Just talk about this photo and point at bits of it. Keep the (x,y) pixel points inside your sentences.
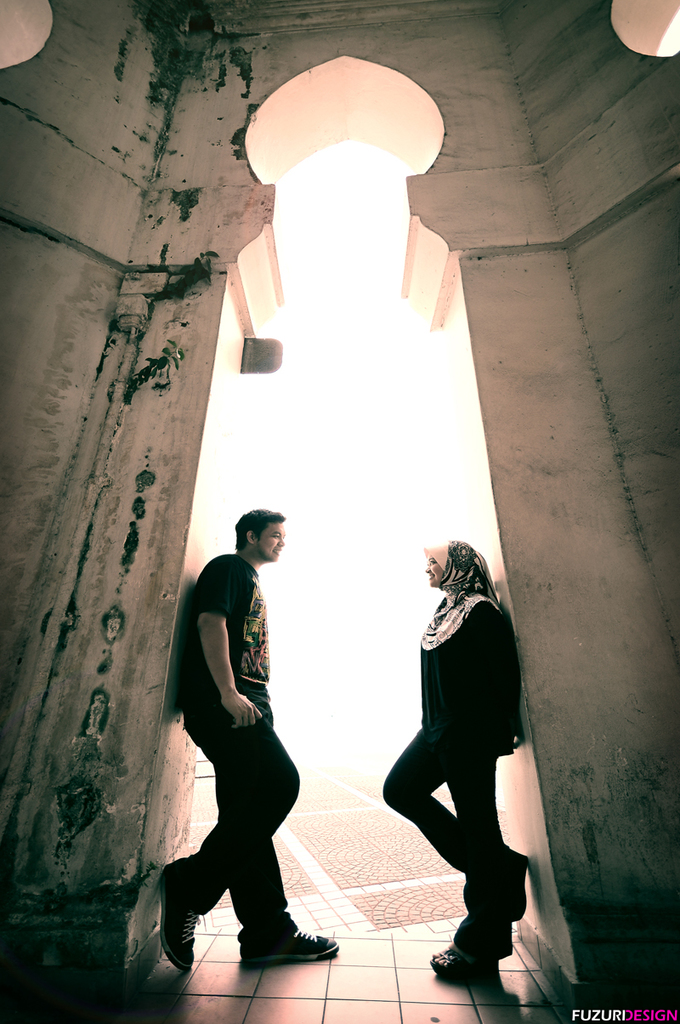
There is a man (259,617) and a woman (443,702), standing on the floor (308,983), near walls (491,416) of a building (517,59). In the background (417,866), there is a floor (361,882). And the background (349,683) is white in color.
